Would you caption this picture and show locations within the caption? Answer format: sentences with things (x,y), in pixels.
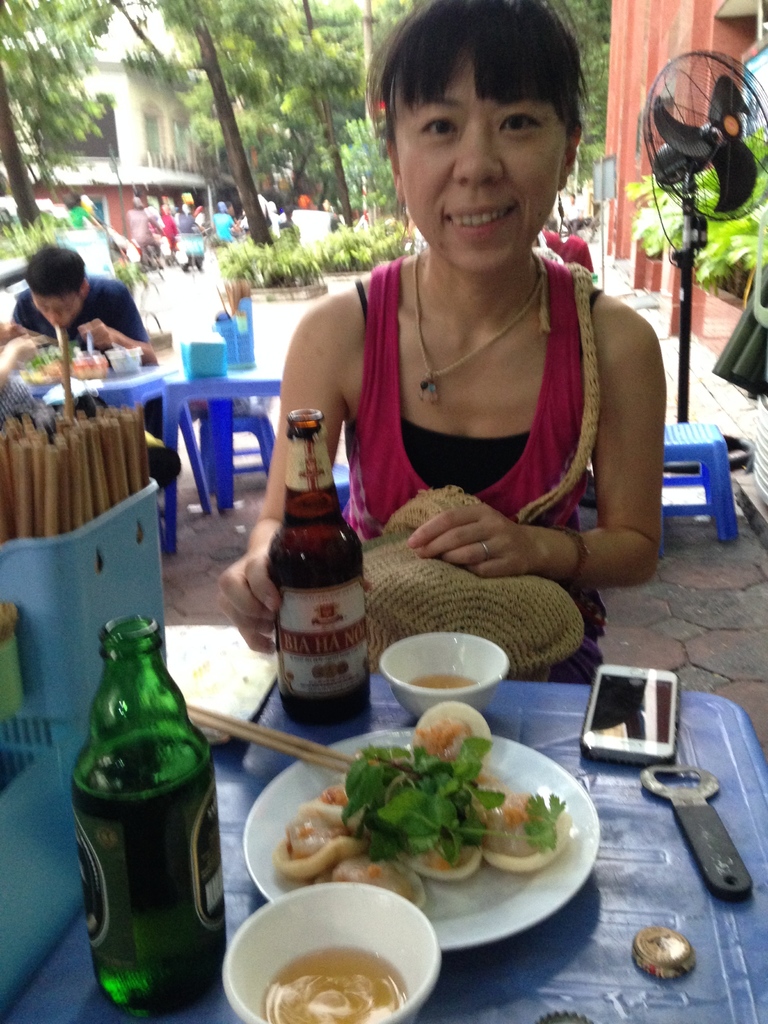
In this image, we can see a woman (582,482) sitting, there is a table (449,1011), on that table (513,984), we can see a plate (526,913), bowls (353,882), bottles (142,815) and a mobile phone (603,730). In the background (90,296), on the left side (80,290), we can see a man (96,313) sitting and eating food (44,359), on the right side (697,238), we can see a fan (686,317), we can see some trees (282,2).
